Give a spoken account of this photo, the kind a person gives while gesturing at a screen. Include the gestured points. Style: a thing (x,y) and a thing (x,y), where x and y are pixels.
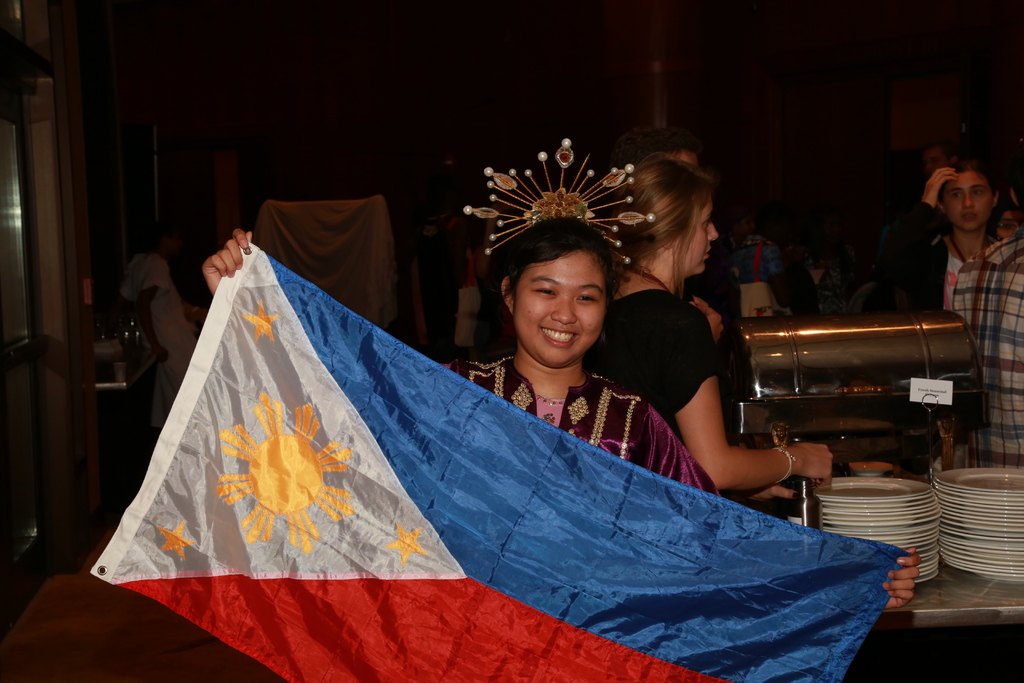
In the picture I can see two women (672,353) and people (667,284) are standing among them the woman (509,399) in the front (526,476) is holding a flag (479,531) in hands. Here I can see white color plates (939,529). The background of the image (276,238) is dark.
